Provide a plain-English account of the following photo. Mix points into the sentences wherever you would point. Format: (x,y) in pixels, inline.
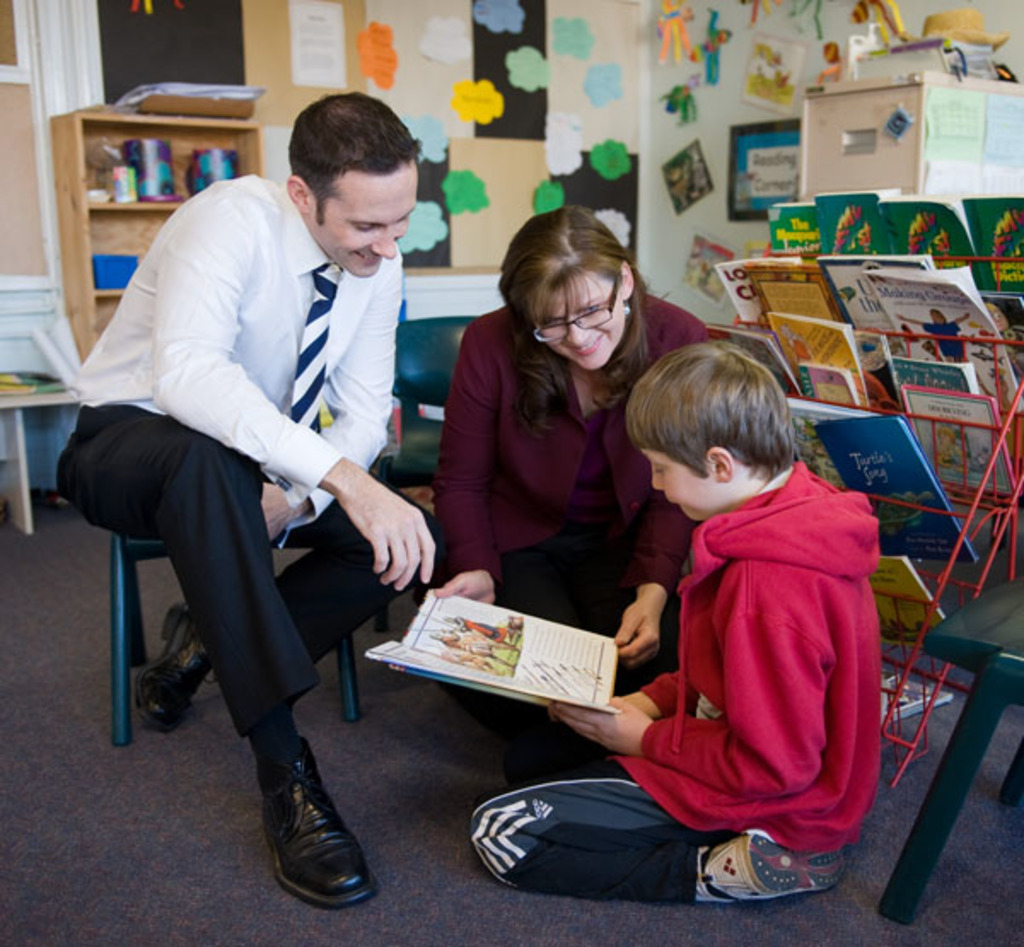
In this image a person (313,474) is sitting on the chair (135,598). He is wearing a tie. Beside him there is a woman (564,377) wearing spectacles (600,318). Right side (698,788) there is a boy (718,690) holding a book (559,691) in his hand (589,715). Behind him there is a rack (977,401) having few books (969,473) in it. Left side (21,391) there is a table (17,404) having few objects (10,379) on it. Beside there is a rack (109,185) having few objects (158,189). Few posters (456,110) are attached to the wall (668,148).
